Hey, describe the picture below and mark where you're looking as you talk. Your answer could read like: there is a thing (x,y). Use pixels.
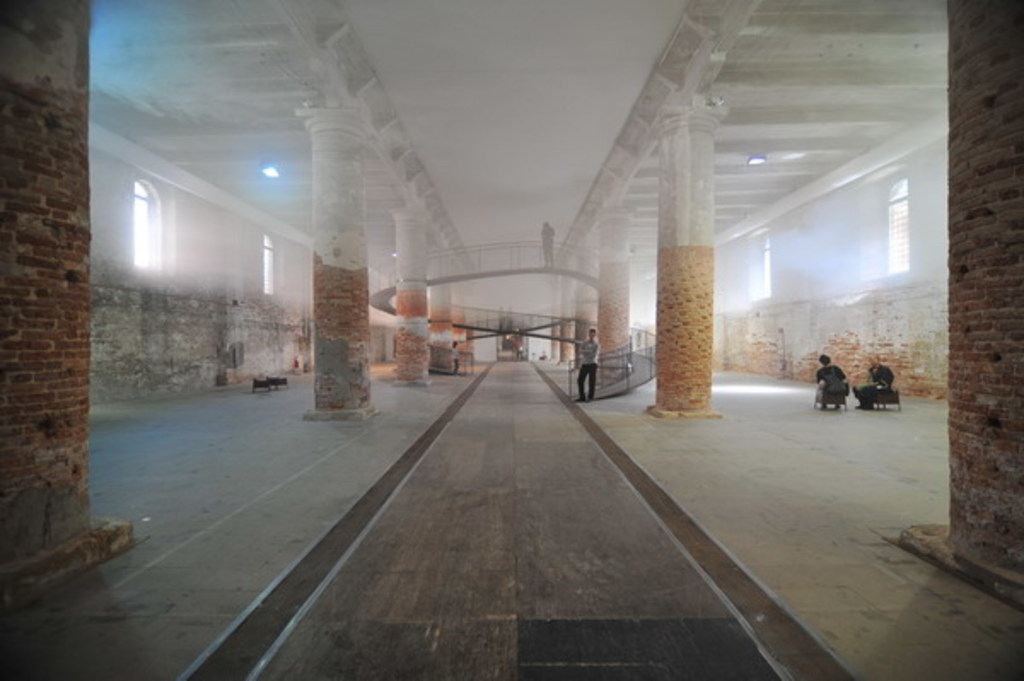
There is a floor (567,596) at the bottom of this image (628,468). There are some pillars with a white color roof (489,167) at the top of this image (408,117), and there is a wall (234,306) in the background (187,323). There is one person (581,359) standing in the middle of this image (594,340), and there are some persons (861,387) sitting on the chairs (892,392) is on the right side of this image (884,386).
